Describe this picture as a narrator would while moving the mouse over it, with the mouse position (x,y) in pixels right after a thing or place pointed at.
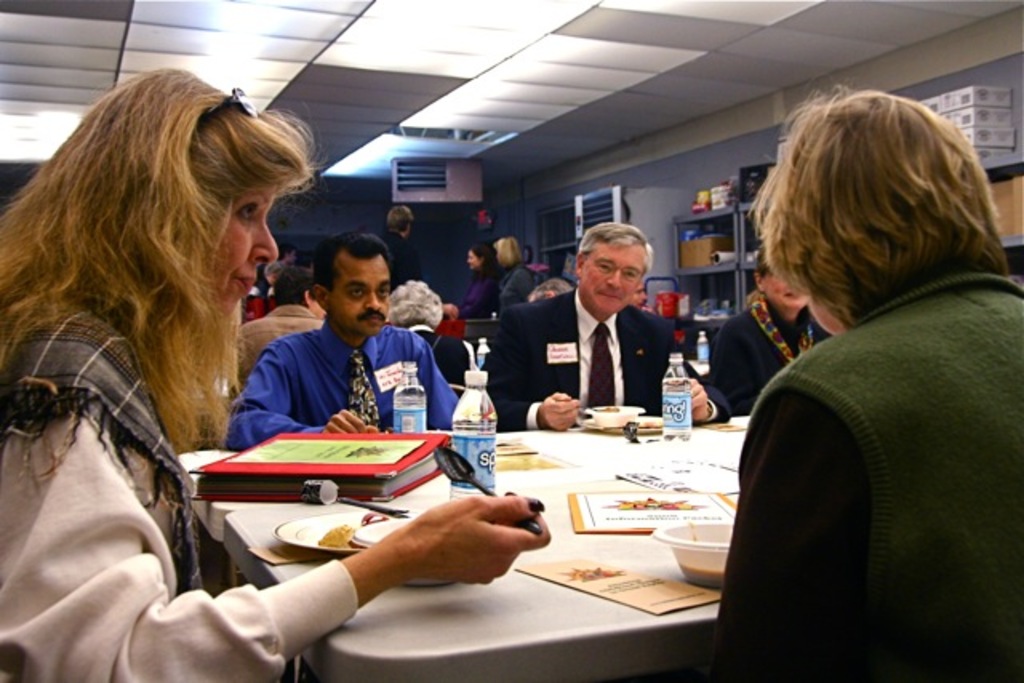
This picture is clicked inside. In the center (639,450) there is a table (652,458) on the top of which a book (420,477), pamphlets (626,516), water bottles (685,365), plates (335,547) containing food items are placed and we can see the group of people (408,337) sitting on the chairs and eating food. At the top (468,130) there is a roof (468,130). On the right corner (739,227) we can see the cabinets (715,215) containing some items (741,187). In the background (517,286) we can see the group of people (501,255) standing and group of people (424,307) sitting on the chairs (451,325) and we can see the wall (289,240).
